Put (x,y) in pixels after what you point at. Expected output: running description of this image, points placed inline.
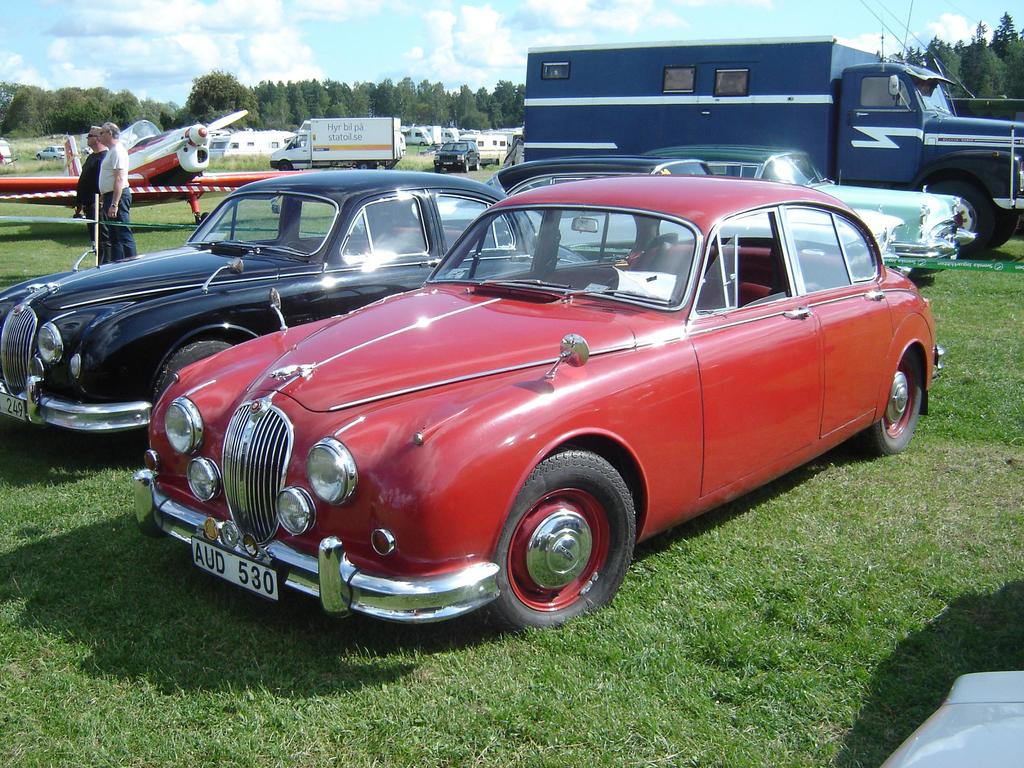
In this picture we can see vehicles (520,184) and two persons (95,137) standing on the ground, trees (969,70) and in the background (90,50) we can see the sky (564,28) with clouds (564,35).
